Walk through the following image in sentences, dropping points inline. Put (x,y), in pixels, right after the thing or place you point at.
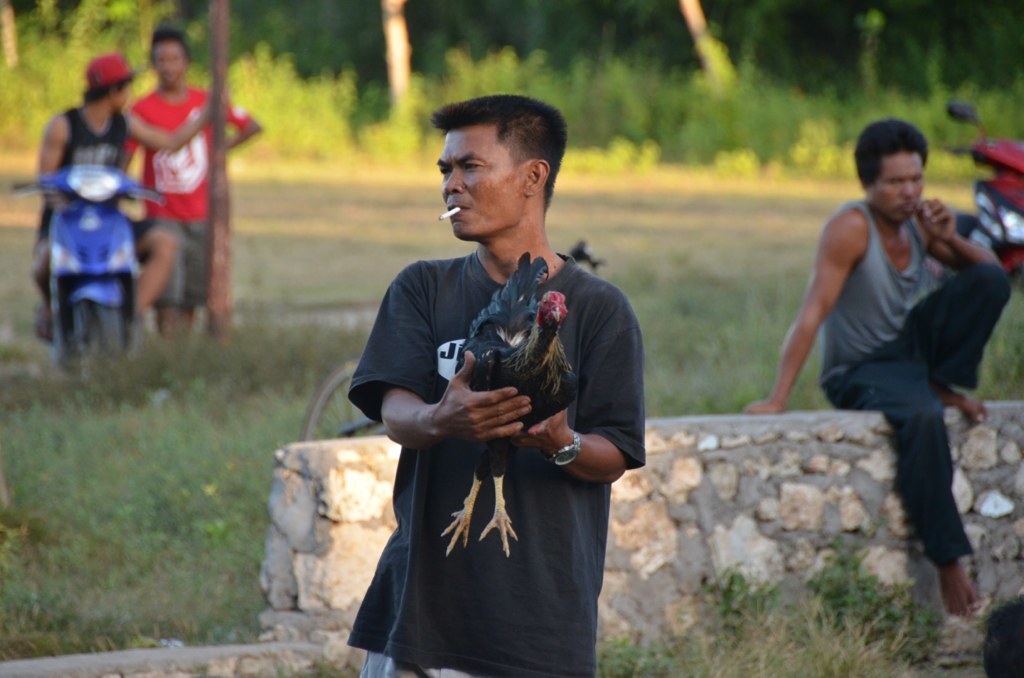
In this picture I can see there is a man (576,538) standing and he is wearing a black shirt (580,492), a watch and he is smoking and he is holding a black hen (506,364) in his hand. In the backdrop (801,497) on the right of the image (909,451) there is a person (923,501) sitting on the wall (864,470) and there is a two wheeler (1013,196) parked behind him. On the left (147,134) there are two persons (155,153), one of them is sitting on the two wheeler (97,191), wearing a black shirt (118,139) with red cap (104,67) and the other is standing beside him is wearing a red shirt (183,114) and there are plants (417,77) and trees (360,31) in the backdrop (219,545).
